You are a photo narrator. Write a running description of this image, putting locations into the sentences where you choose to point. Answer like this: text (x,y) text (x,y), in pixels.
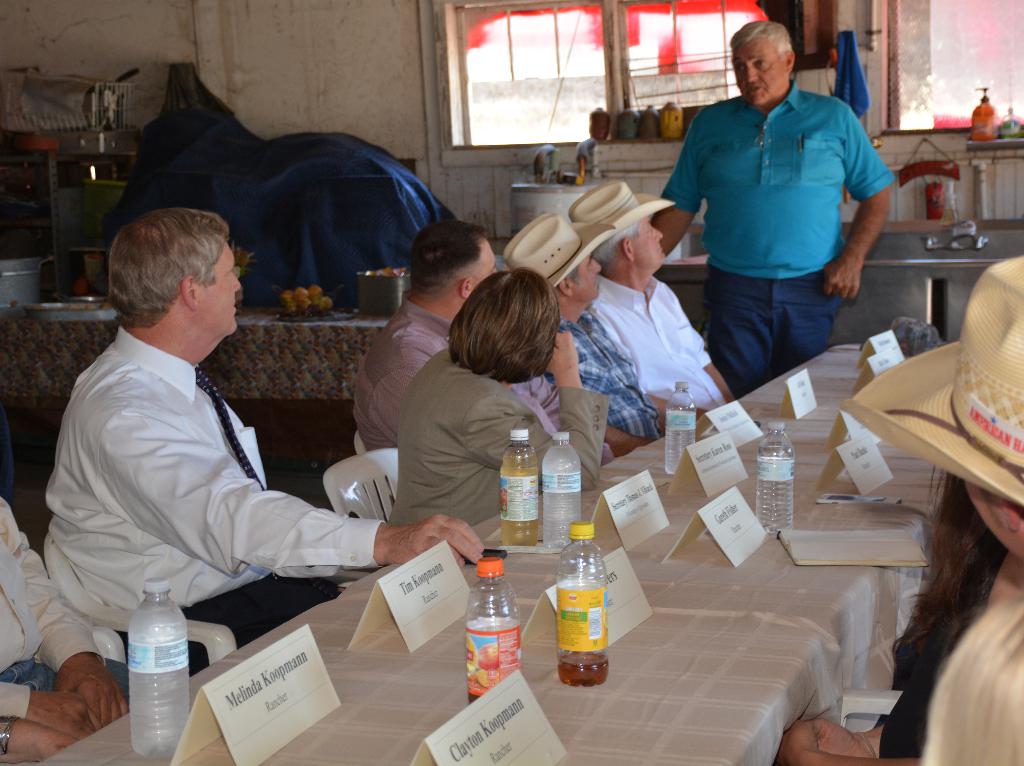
There are few people (632,228) sitting on the chair (336,508) at the table (349,711). On the table (406,669) there are water bottles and a book (841,534). In the background (296,294) there is a wall (255,52), window (632,102), sink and fruits (322,316) on a table (361,351).
